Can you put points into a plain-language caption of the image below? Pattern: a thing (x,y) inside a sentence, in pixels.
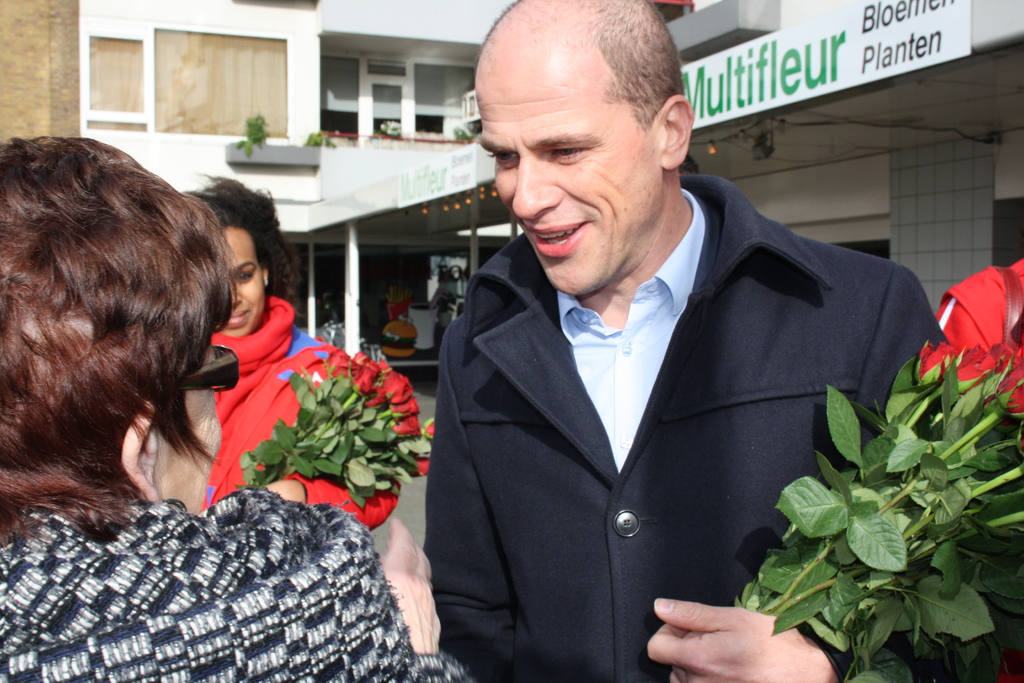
This image is taken outdoors. In the middle of the image (624,234) there are two women (245,336) and a man (583,252). They are holding bouquets (353,413) with red roses (964,369) in their hands (809,668). In the background (134,113) there is a building (906,74) with walls (303,113), pillars (358,290), windows (377,315) and doors (396,103) and there is a board (796,80) with a text (811,78) on it.
